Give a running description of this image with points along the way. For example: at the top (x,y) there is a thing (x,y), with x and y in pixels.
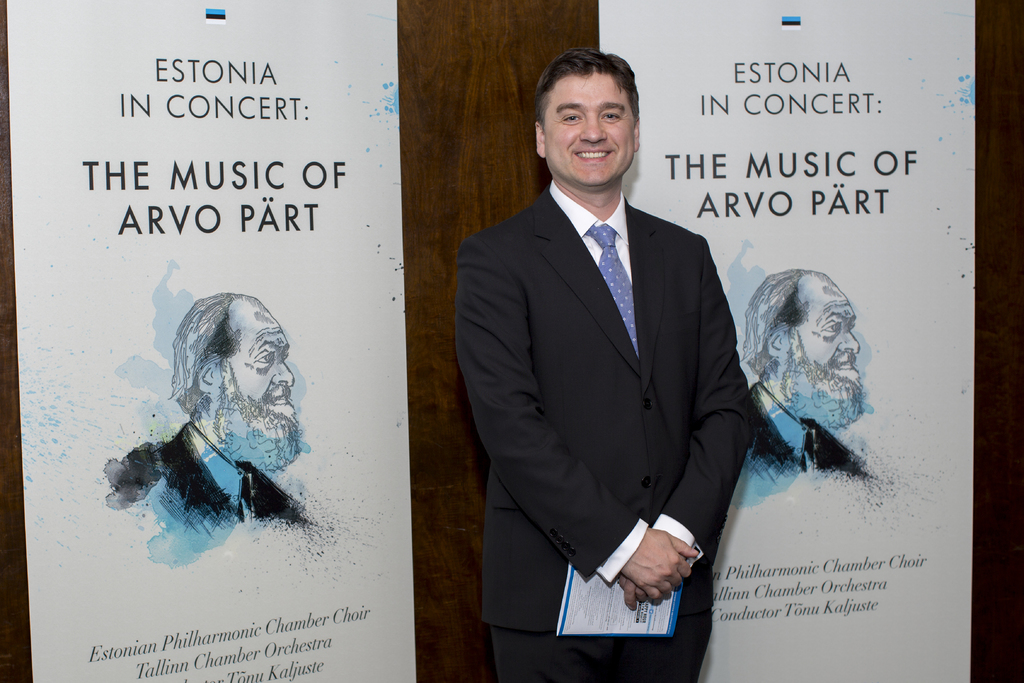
In the image there is a man (526,414) standing and posing for the photo, he is laughing and behind the man (578,480) there are two similar posters (818,157) with some text (263,221) and some person image (162,513).
